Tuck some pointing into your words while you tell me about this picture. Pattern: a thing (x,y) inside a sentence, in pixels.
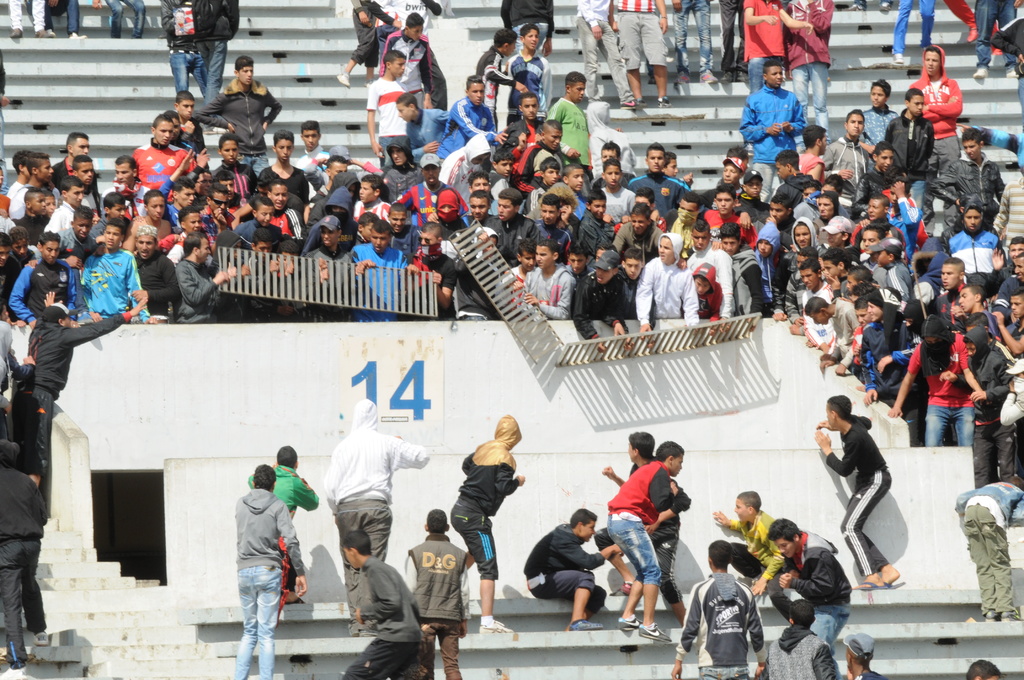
This image consists of many people (395,440). It looks like they are fighting. At the bottom (633,632), there are steps (314,643).
